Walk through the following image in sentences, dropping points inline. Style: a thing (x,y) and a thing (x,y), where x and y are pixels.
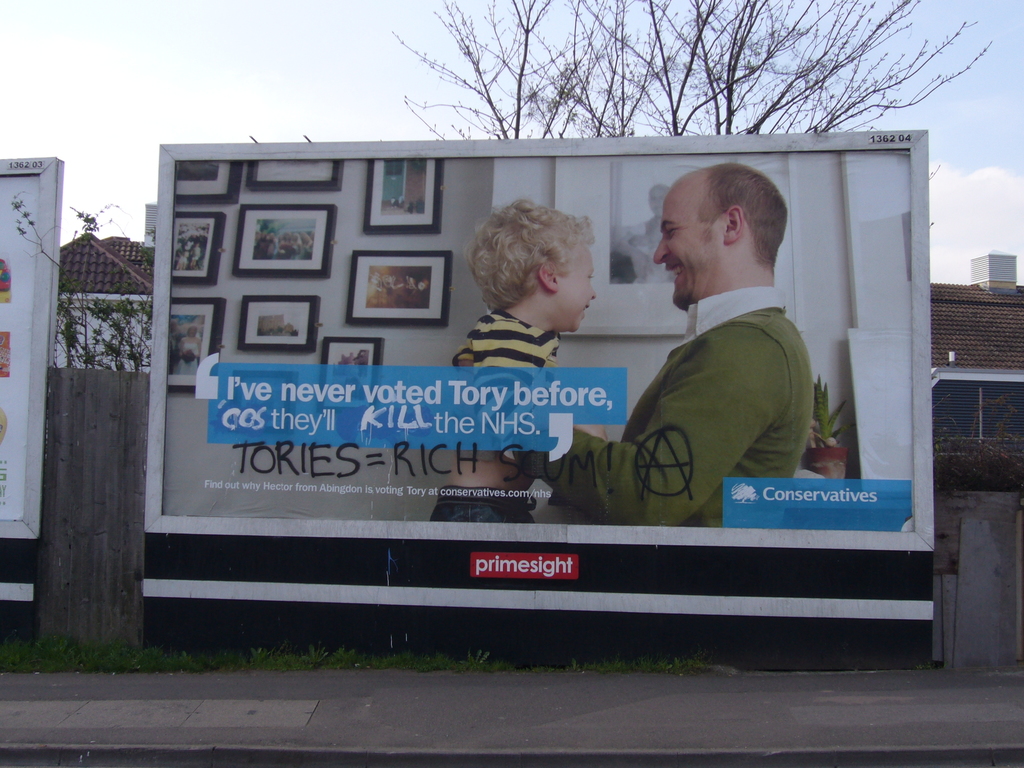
In the middle of the image (498,397) there is a hoarding (331,594). Behind the hoarding (880,579) there are some trees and buildings (1017,388). At the top of the image (1006,88) there are some clouds (944,223) and sky (66,9).
